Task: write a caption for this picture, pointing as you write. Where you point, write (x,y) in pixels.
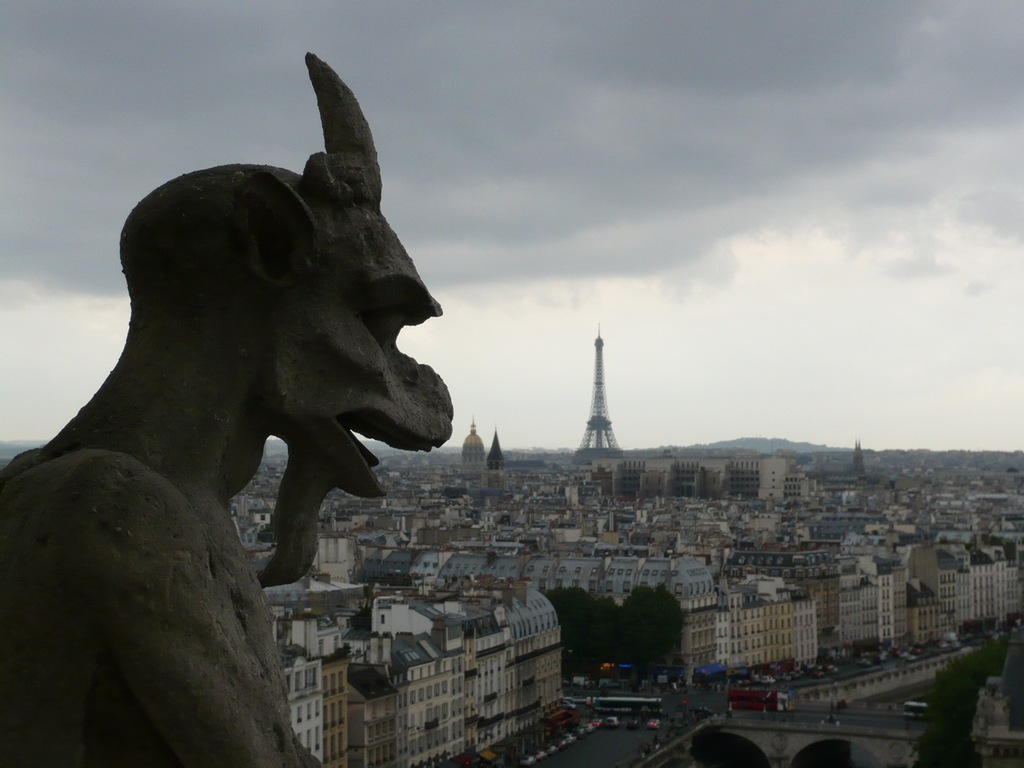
In the picture we can see a sculpture man (131,695) with a horn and from the aerial view we can see a city (959,707) with buildings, roads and vehicles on it and tower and in the background (726,123) we can see a sky (791,243) with clouds (791,243).
